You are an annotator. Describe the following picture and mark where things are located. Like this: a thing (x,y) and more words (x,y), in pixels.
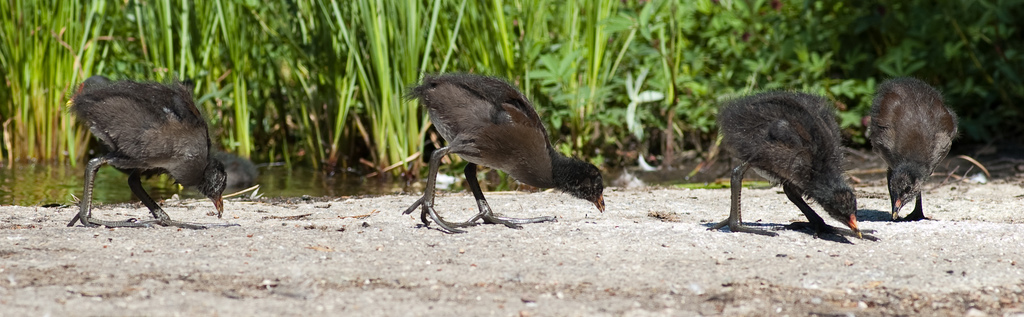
In the picture we can see a mud surface (374,297) on it, we can see some birds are walking and eating something on the surface (341,294) and the birds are black in color with some part gray in color and behind it we can see water (304,190) with grass plants (522,13) in it.
